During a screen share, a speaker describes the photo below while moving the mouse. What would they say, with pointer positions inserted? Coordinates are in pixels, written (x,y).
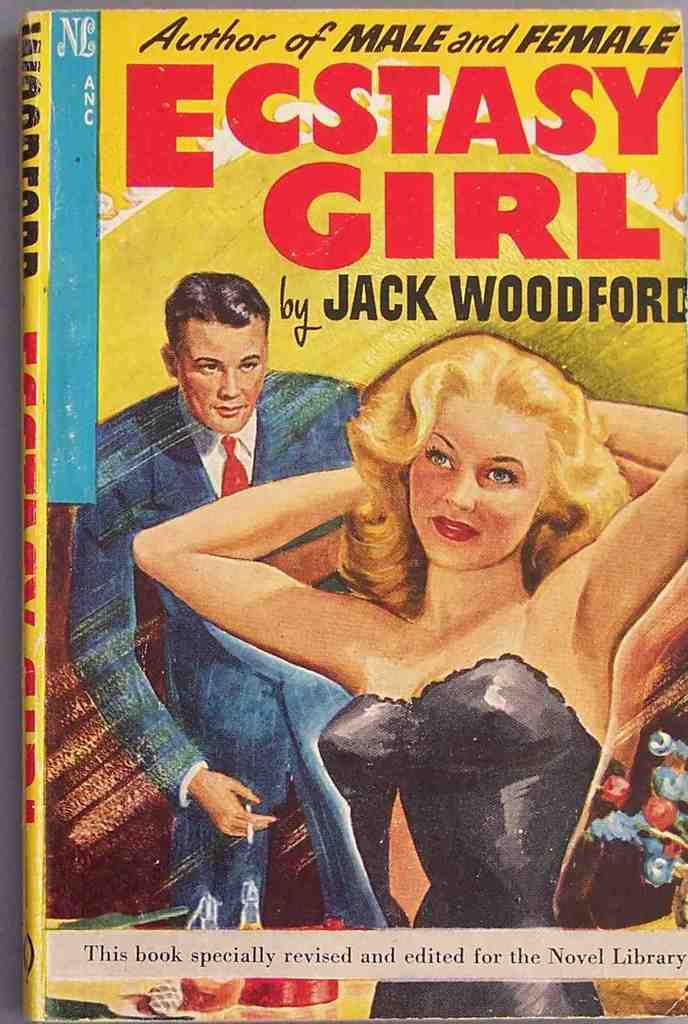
In this image I can see a book (63,103) in yellow color, on the book (396,493) I can see two persons (357,392). The person (243,340) at left (189,482) wearing blue blazer (189,445), white shirt (222,451) and red color tie (234,455) and I can see few something written on it.
